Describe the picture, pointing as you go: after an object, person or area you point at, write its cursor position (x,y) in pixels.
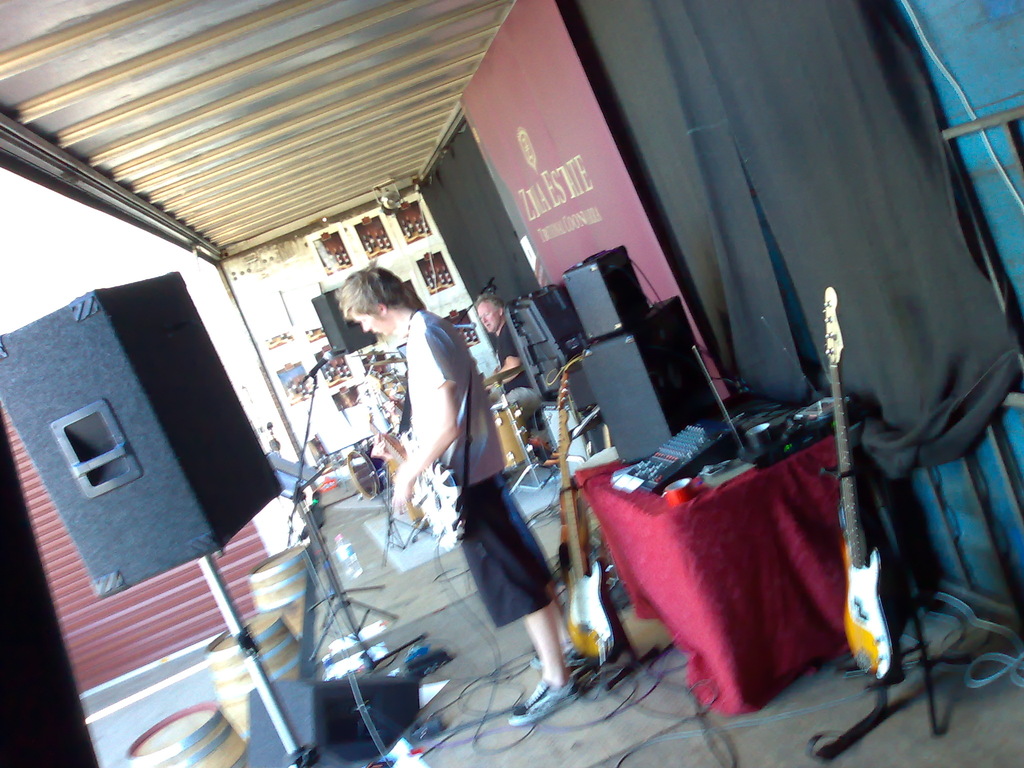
In this image we can see person (441,443) holding guitar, guitars (869,579), speakers (672,416), person (526,399), musical instruments (514,431), mic (318,369) and barrels (272,646) on the dais (516,650). In the background (630,105) we can see curtain (633,118), speaker (312,299) and wall (285,258).
